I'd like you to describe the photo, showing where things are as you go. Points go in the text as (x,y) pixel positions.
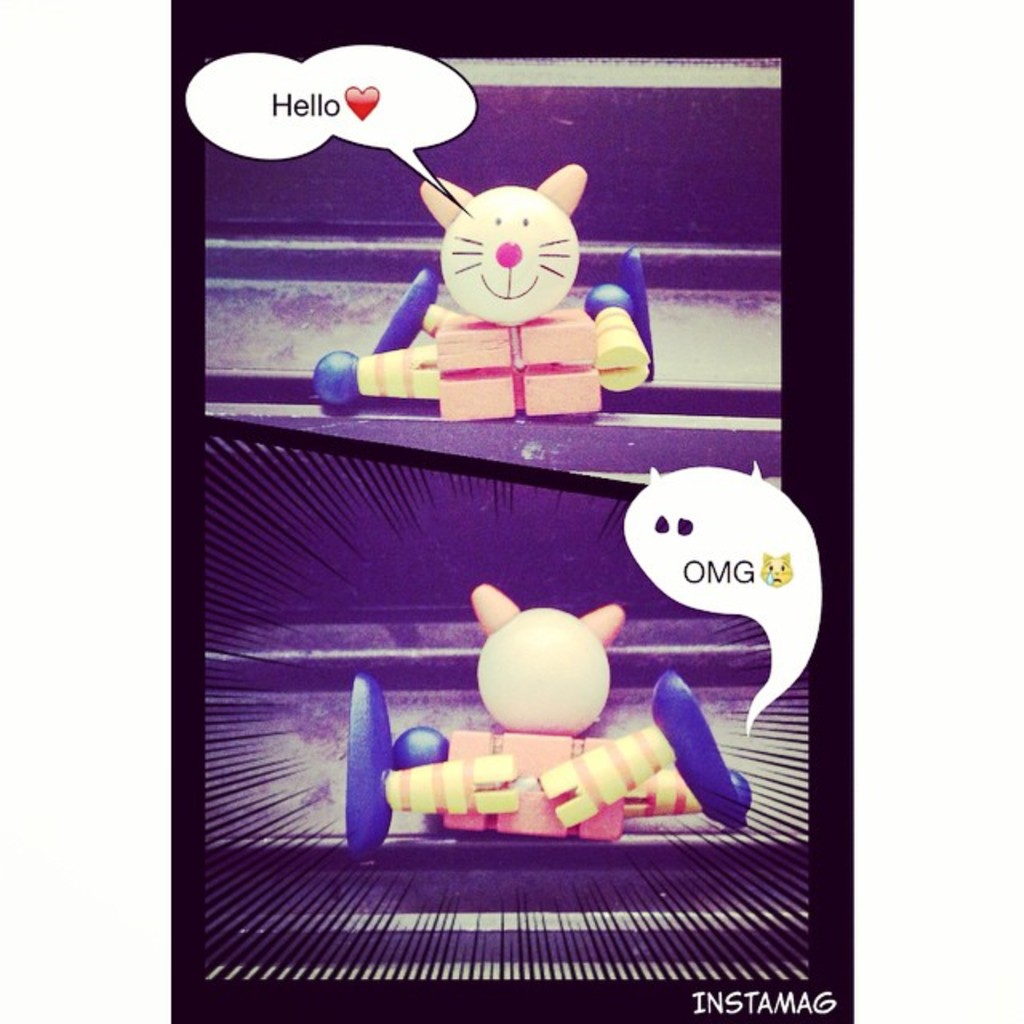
This is an edited image. We can see toys (495,317), emojis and words (740,1013).
